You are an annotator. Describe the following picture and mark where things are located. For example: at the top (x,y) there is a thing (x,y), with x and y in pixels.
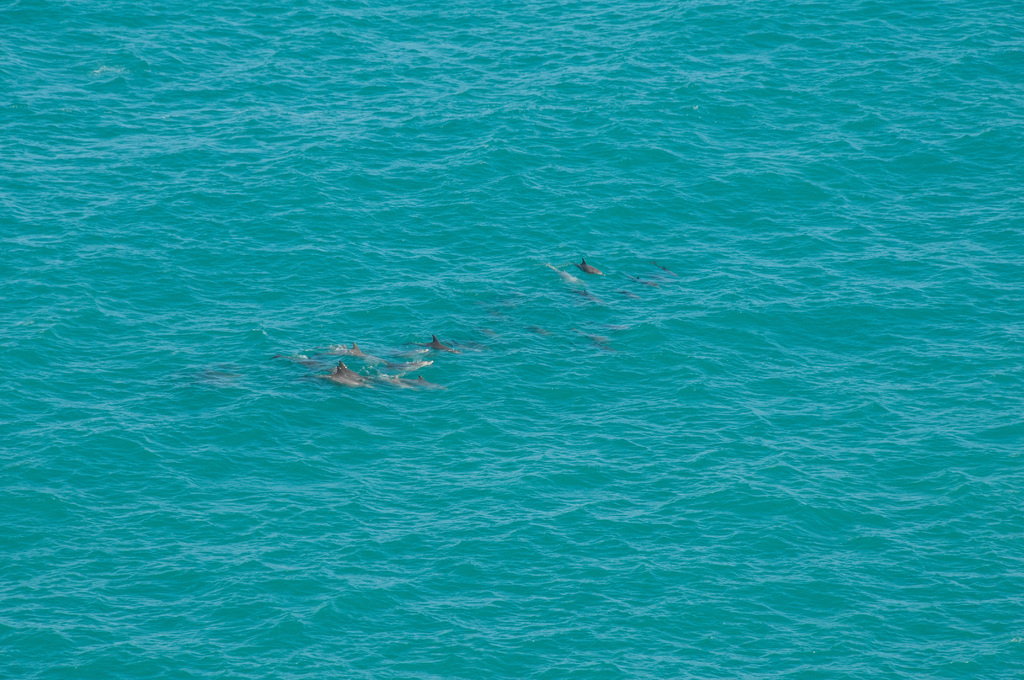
In this image we can see the blue sea (382,291) and some dolphins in the sea (516,262).
